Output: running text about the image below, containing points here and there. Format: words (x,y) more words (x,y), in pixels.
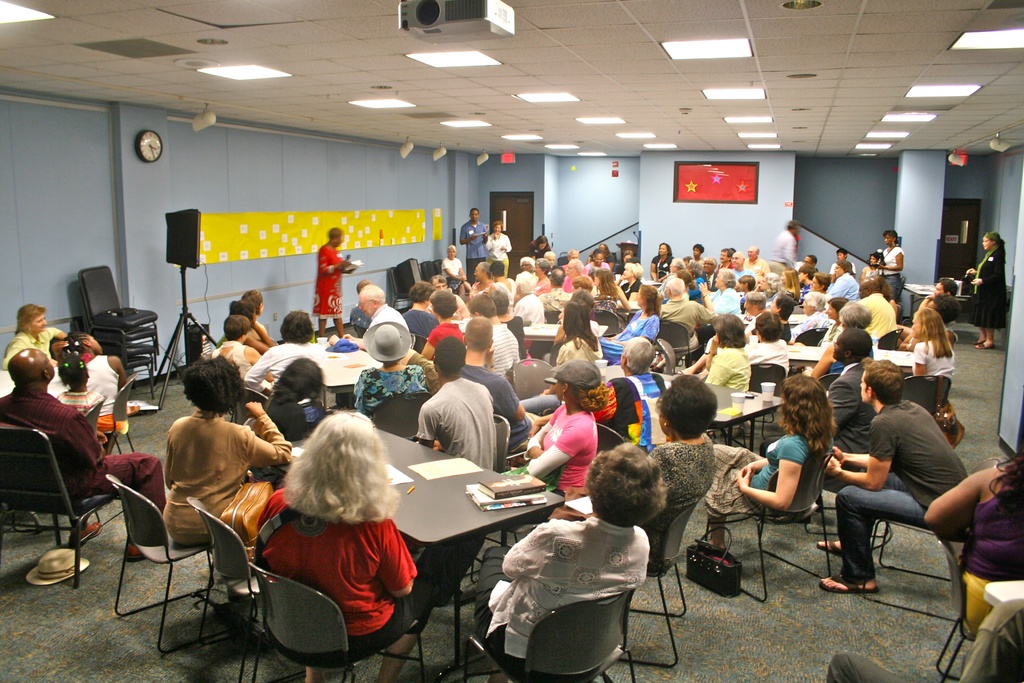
In this image it looks like there are group of people (711,434) who are sitting and listening to the person (341,272) who is in front of them. Its look like a meeting. In front of them there is a wall (246,168) and speaker (180,237) and chairs (134,331). At the top (578,96) there is projector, ceiling (621,63) and lights (698,44). On the table (495,473) there are books (501,488) and papers (464,469).
